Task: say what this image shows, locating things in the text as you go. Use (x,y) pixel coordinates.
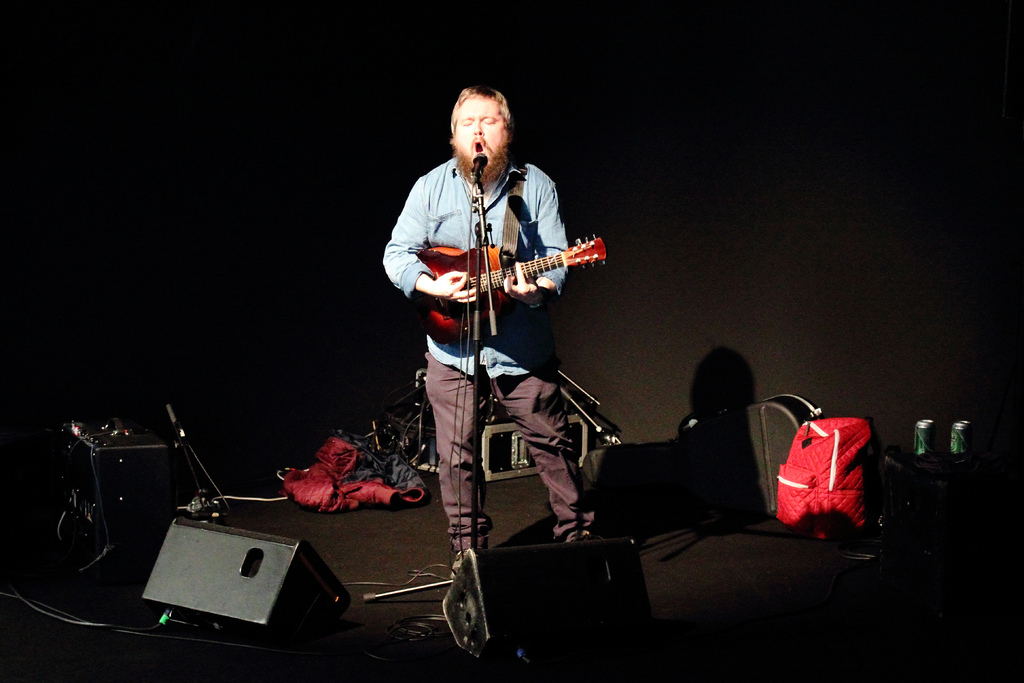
Background (21,86) is dark. On the platform (236,487) we can see device (276,599), backpack (804,527), tins (967,421), guitar bag (779,466). We can see a man (469,230) standing in front of a mike (480,156) singing and playing guitar (432,316).
